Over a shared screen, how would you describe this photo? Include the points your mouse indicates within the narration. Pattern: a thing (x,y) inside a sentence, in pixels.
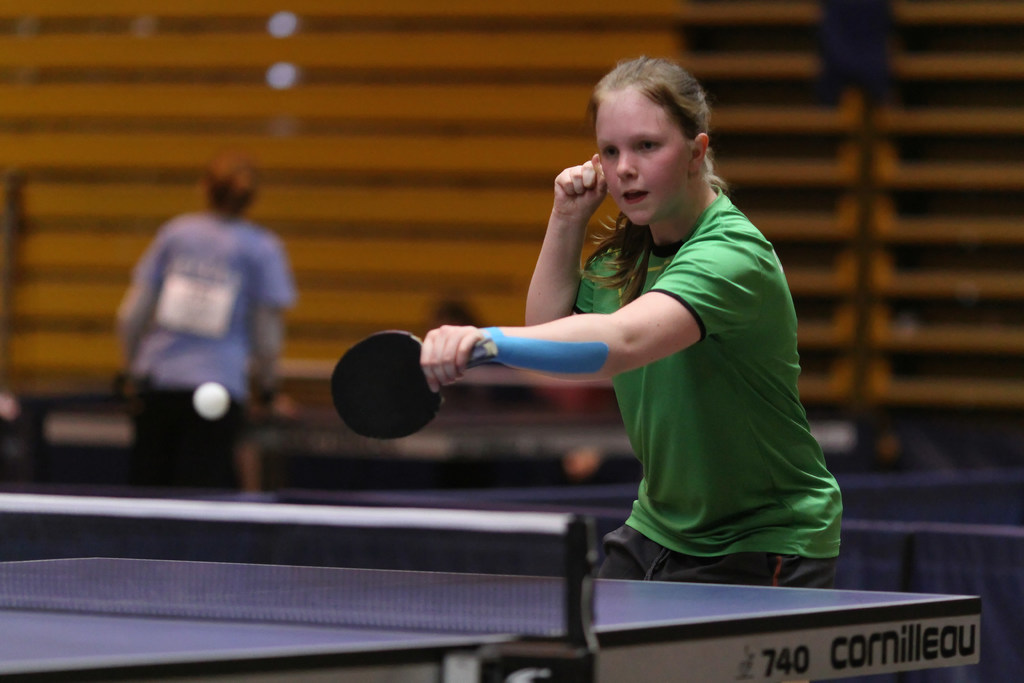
In this picture a girl (614,357) is playing table tennis. In the foreground (530,607) there is table tennis table (778,617). In the background (311,125) there is railing (564,68). On the left (213,306) there is a woman (218,291) standing near the net (184,567).
